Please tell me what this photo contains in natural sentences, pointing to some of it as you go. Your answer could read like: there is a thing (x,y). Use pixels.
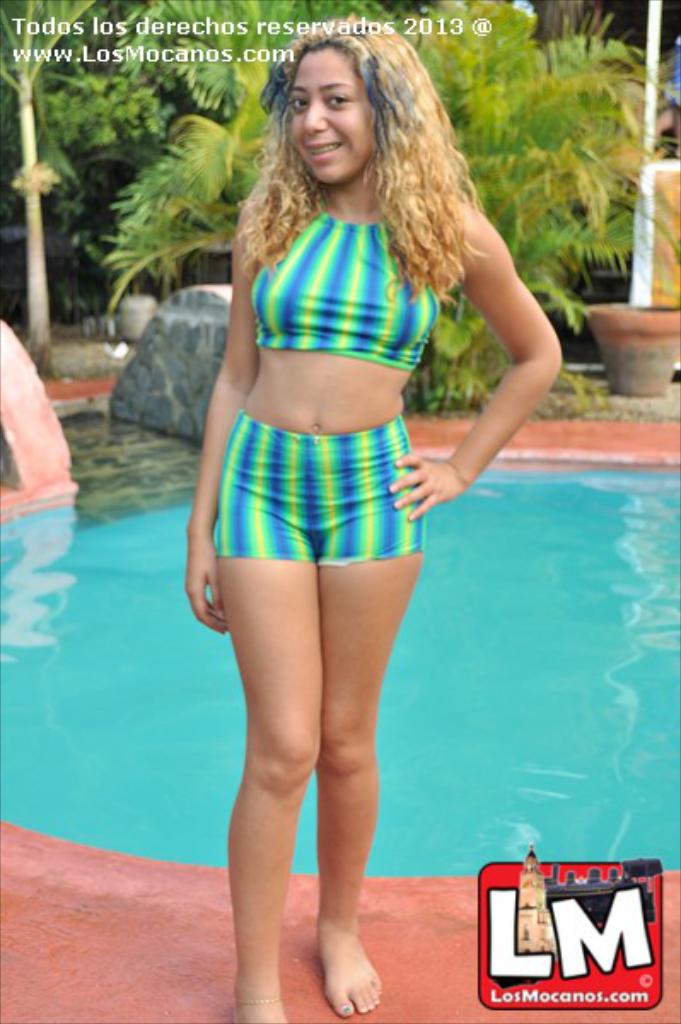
In this image, I can see a woman (279,641) standing and smiling. Behind the woman (322,634), I can see a swimming pool (470,664), rock (232,291), trees (255,90) and a flower pot (624,345). At the top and bottom of the image (482,895), there are watermarks (484,955).
